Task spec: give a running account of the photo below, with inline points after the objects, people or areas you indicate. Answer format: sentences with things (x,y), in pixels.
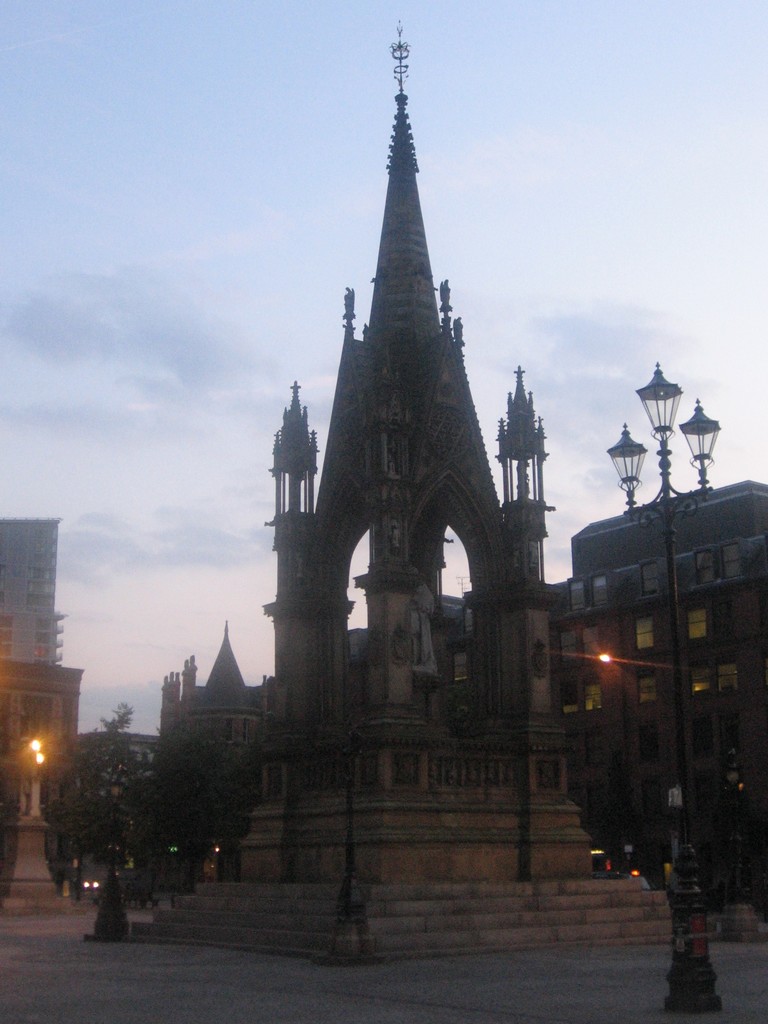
In this image I can see a building (402,728), a street light pole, a tree (125,799) and few lights (172,847). In the background (468,680) I can see few trees (125,737), few buildings (708,635), few vehicles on the road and the sky (530,302).
